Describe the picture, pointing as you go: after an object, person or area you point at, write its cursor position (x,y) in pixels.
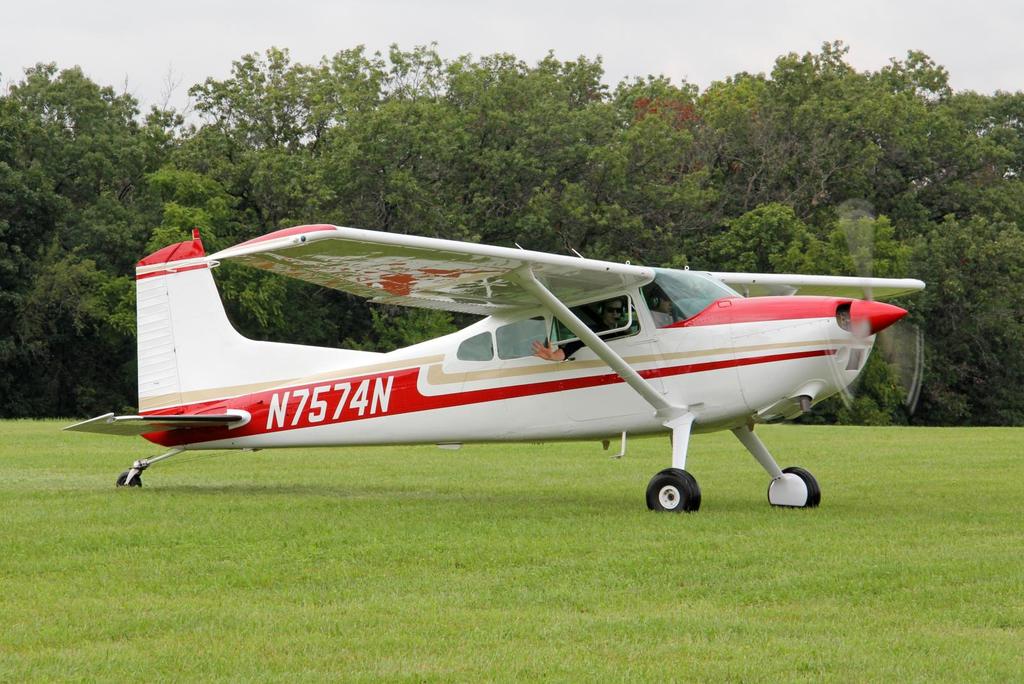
As we can see in the image there is grass (661,530), a person (598,331) sitting in plane (522,377), trees (495,157) and sky (435,38).
